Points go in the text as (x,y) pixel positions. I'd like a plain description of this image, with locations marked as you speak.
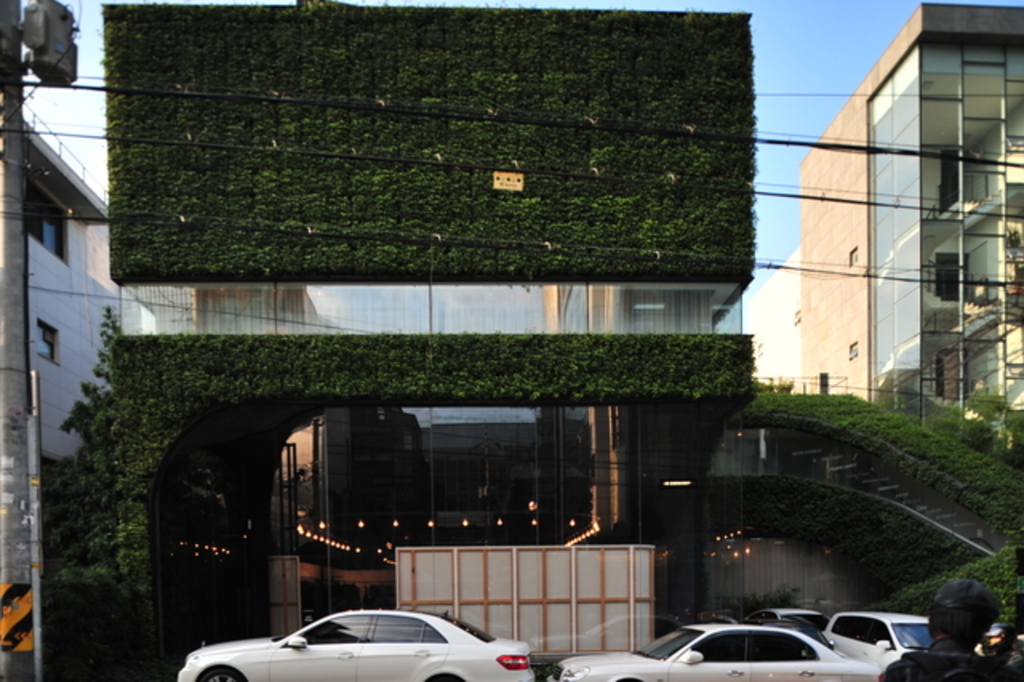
In this image, we can see buildings (512,280), vehicles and we can see a pole (15,260) along with wires (787,194) and there are lights (533,501) and we can see some people (951,610) and there is a gate (608,582). At the top (807,52), there is sky (801,53).
